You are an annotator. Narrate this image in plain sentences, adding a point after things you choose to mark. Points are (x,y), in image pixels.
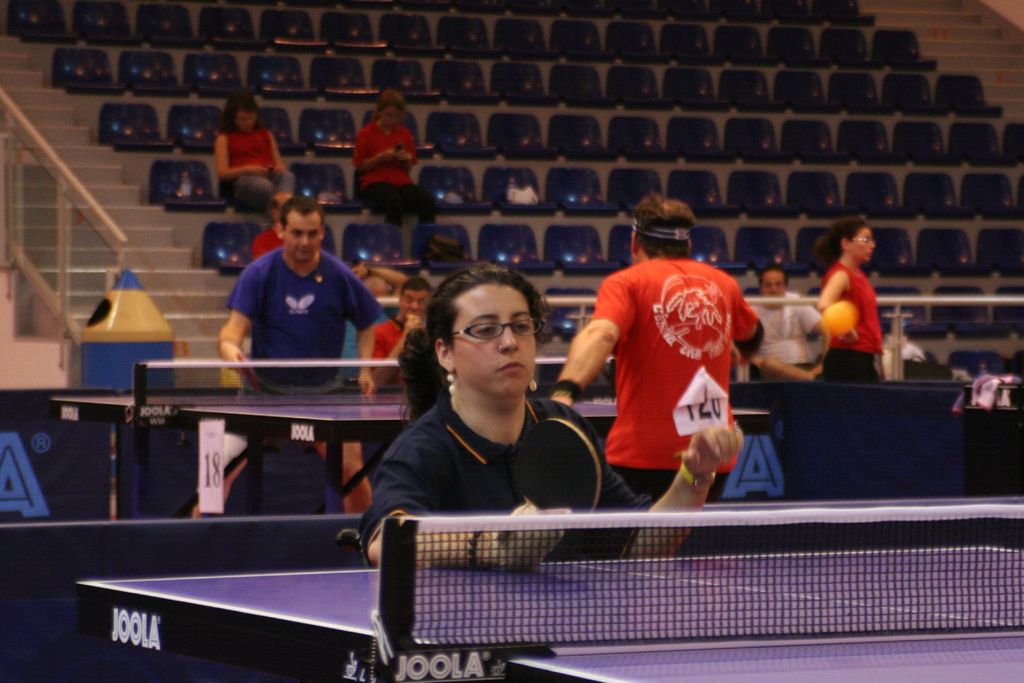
In this picture we can see some persons (497,349) standing on the floor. This is the table (295,613). She has spectacles (496,326). On the background (404,191) we can see some persons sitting on the chairs (908,207). And this is staircase (90,188).
